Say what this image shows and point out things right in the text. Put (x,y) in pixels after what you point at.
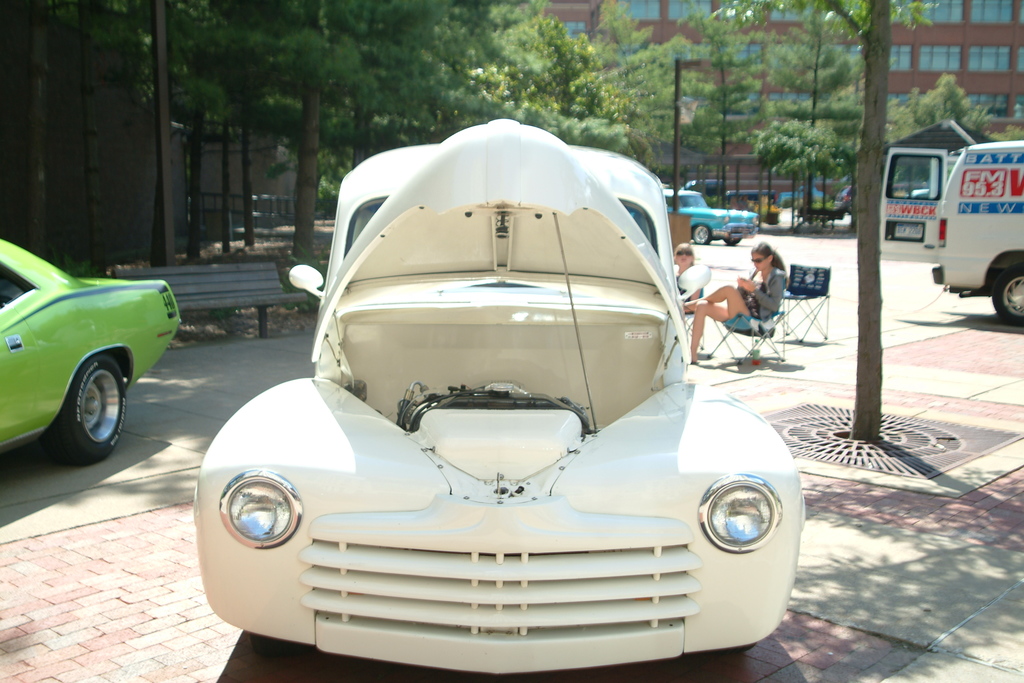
In the center (462,353) we can see the car (417,417). On the left (45,355) we can see another car (61,371) on the road (224,370). And on the right side (940,244) we can see van (968,271) and two persons (729,288) were sitting on chair (729,332). And coming to background (580,96) we can see trees (383,90), building (665,12) and some more vehicles (700,211).
